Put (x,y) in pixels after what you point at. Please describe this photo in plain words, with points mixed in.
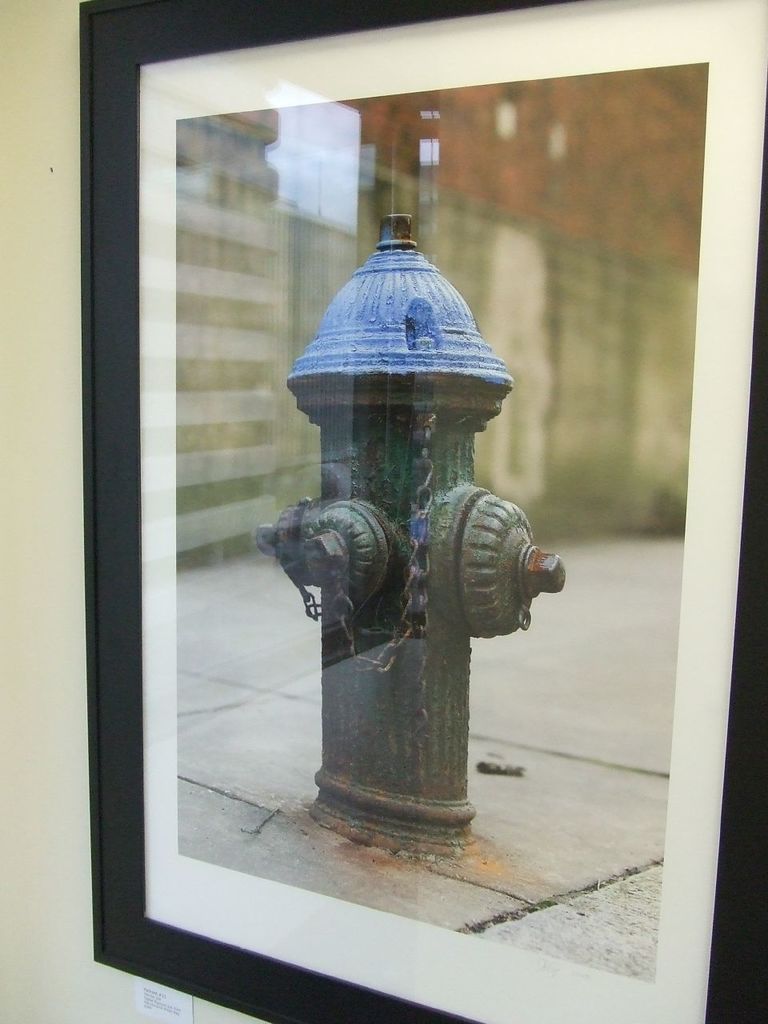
In this image I can see the photo-frame (167,514) to the wall (28,353). In the frame (252,475) I can see a fire hydrant (326,454) and the building (312,278).
